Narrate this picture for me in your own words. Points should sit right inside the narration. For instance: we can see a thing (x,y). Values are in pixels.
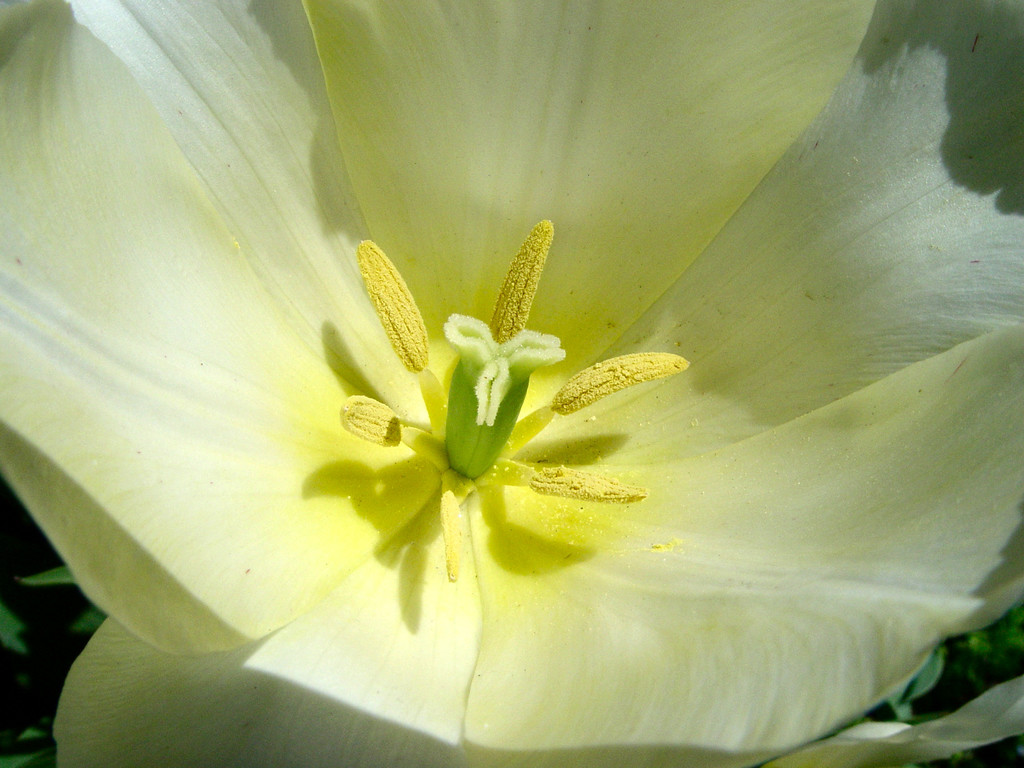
In this image I can see a flower (225,513) which is yellow, green and white in color and in the background (16,648) I can see few leaves (7,619) which are green in color.
